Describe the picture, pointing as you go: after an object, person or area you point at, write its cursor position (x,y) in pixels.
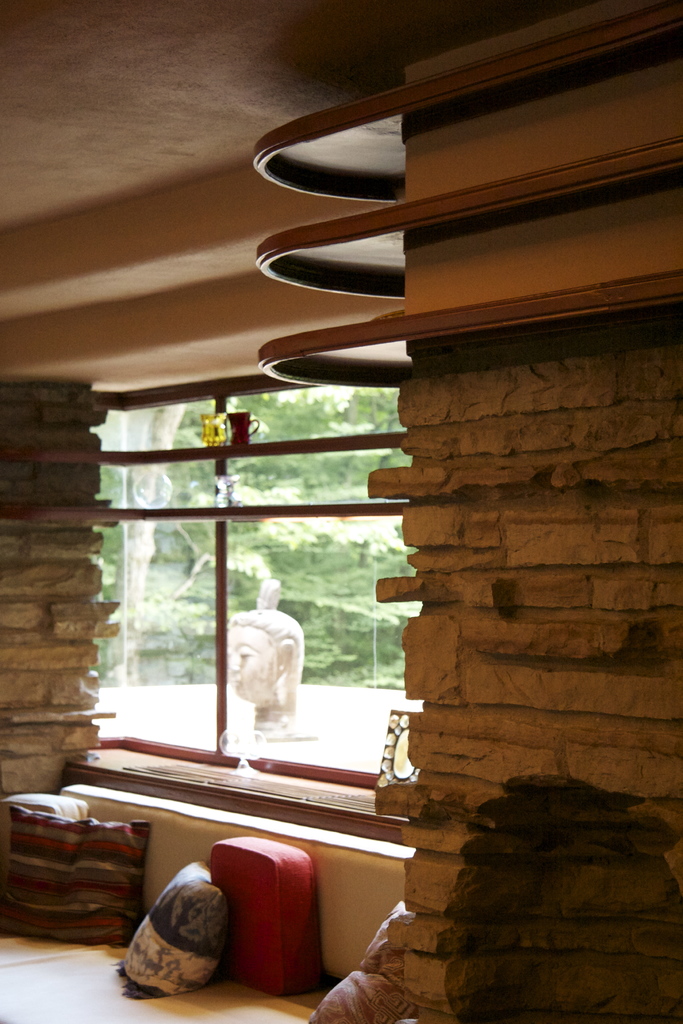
In this image there is a bed (143,796) with pillows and a window (249,695), On the window (219,648) there are cups (208,437). Beside that, there is a wall brick (509,848) and at the top (38,317) there is a roof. In the background (273,656) there is a sculpture (246,680) and a tree (253,466).
